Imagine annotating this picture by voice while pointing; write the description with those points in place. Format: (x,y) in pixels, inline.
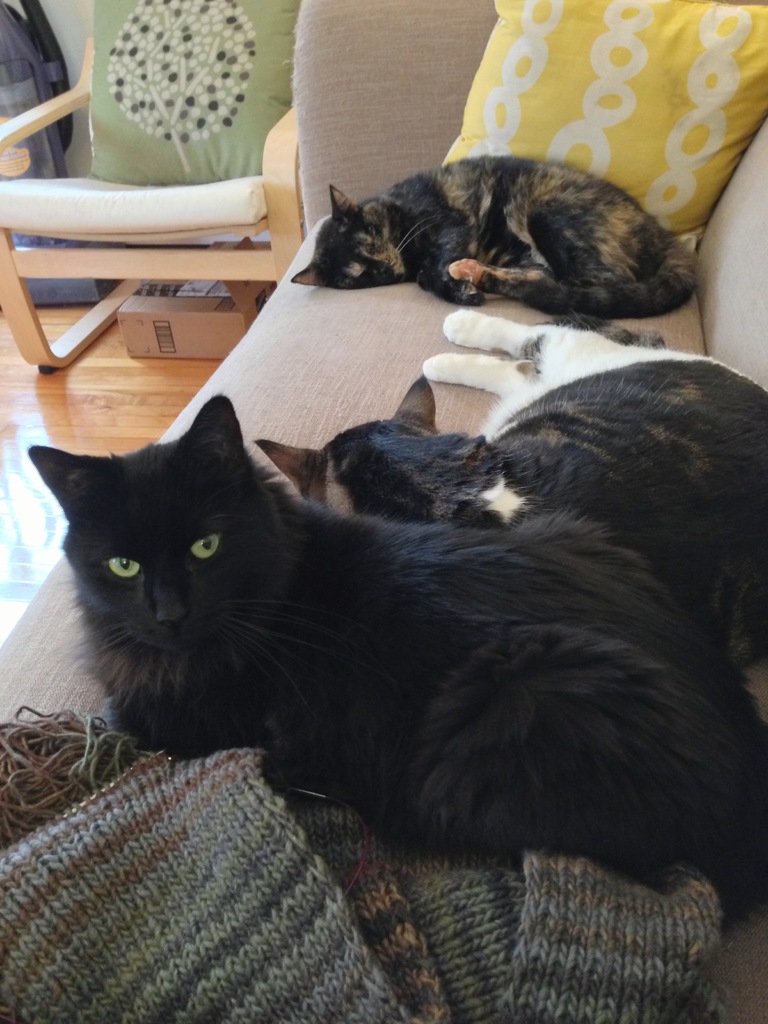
In this picture there are three cats (419,726) lying on a sofa (388,146). Towards the left top (144,84) there is a chair (298,242) with green pillow (163,167).
